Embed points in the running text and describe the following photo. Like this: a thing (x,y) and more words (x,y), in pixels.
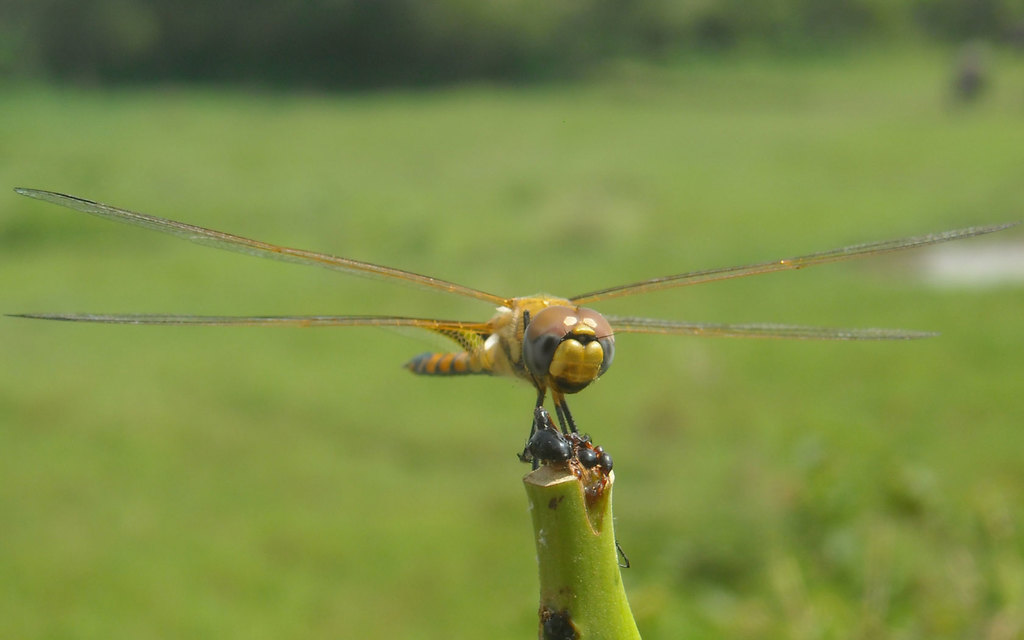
In this image I can see an insect (492,363) on the plant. An insect (540,335) is in brown and black color. And there is a blurred background (154,503).
